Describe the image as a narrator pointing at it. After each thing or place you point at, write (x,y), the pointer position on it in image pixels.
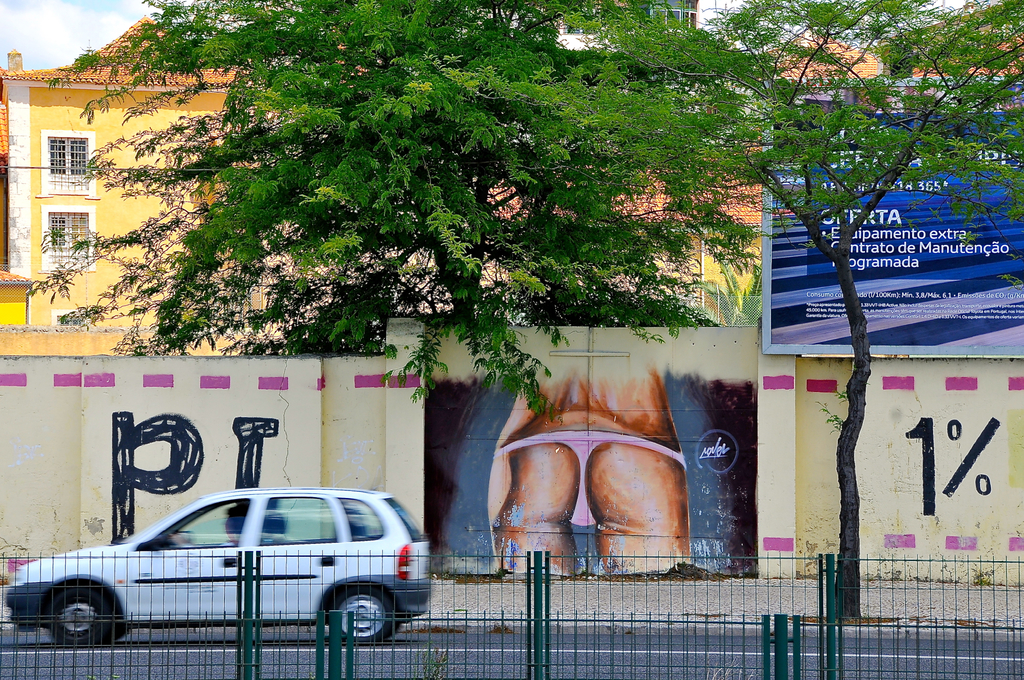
There is a fencing (248,598). Outside, there is a white color vehicle (341,557) on the road (882,626). In the background (848,308), there is a tree (843,580) near the footpath (987,587), there are paintings (485,419) on the wall (159,411), there is a hoarding (878,297) which is attached to the wall (728,353), there is a tree (633,76), building (4,204) which is having glass windows (61,147) and roof (56,69) and there are clouds (70,27) in the blue sky (111,21).
